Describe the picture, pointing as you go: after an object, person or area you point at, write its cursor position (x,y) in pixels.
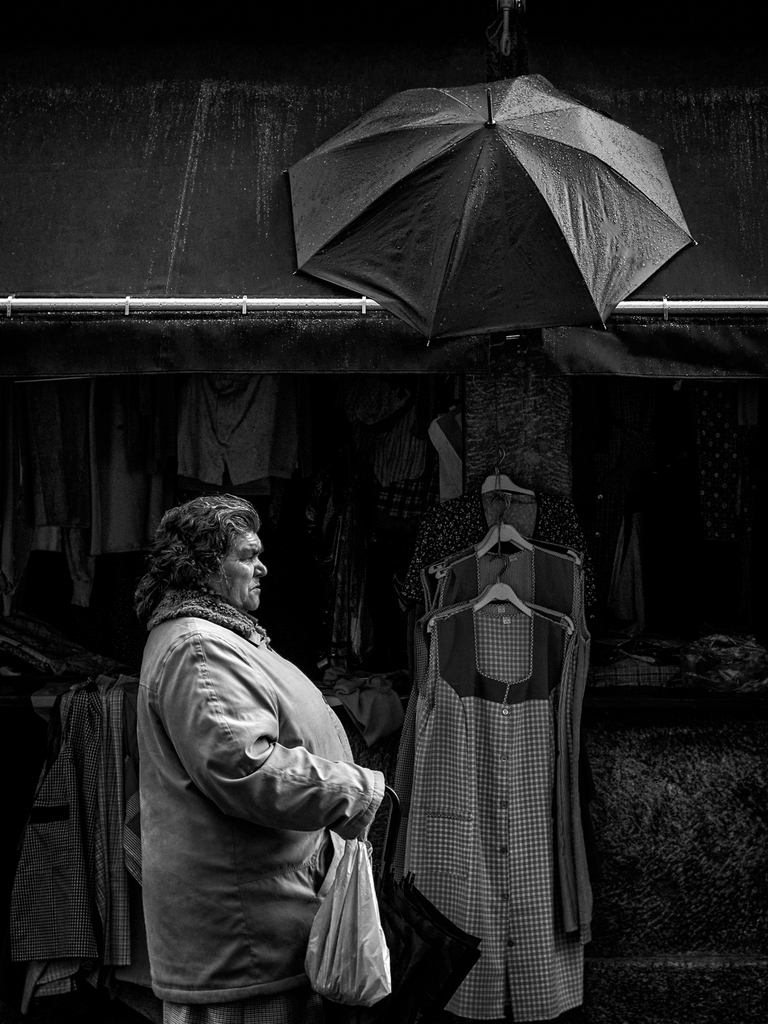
In this image we can see a lady person (156,787) wearing jacket (199,863) holding umbrella (394,869) and some carry bag (360,917) in her hands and in the background of the image (242,419) there are some clothes (353,556) hanged and some are arranged in shelves (363,704) and top of the image (429,176) we can see tent (37,368) and umbrella (523,215).
